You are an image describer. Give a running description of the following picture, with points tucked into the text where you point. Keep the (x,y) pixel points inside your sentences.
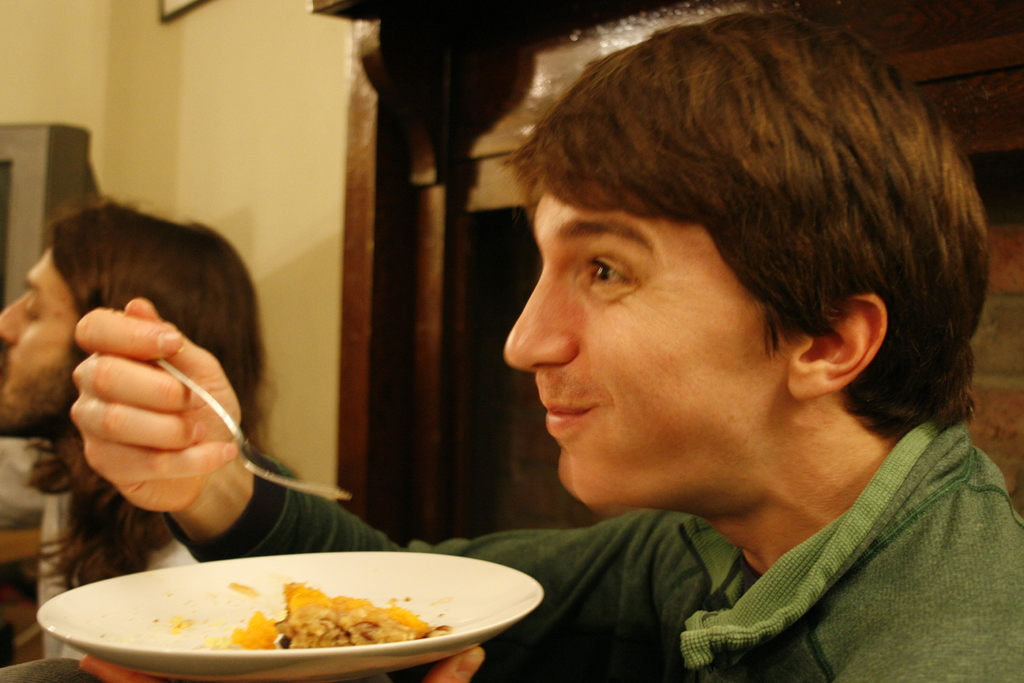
In the foreground (344,542) I can see a person (220,544) is holding a plate (456,608) and a fork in hand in which food items (341,620) are there. In the background (303,227) I can see a person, wall (282,300), wooden structure (457,227), photo frame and so on. This image is taken may be in a room (494,390).
